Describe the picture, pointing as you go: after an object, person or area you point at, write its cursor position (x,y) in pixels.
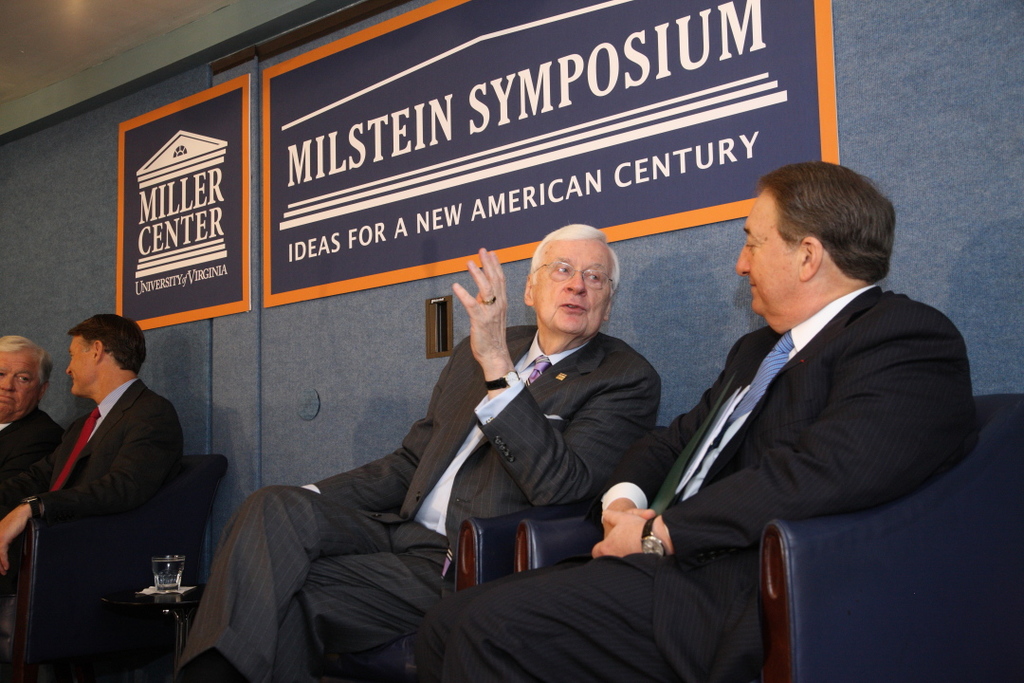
At the top (209,14) we can see ceiling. In this picture we can see men (788,430) wearing blazer (472,395), tie (85,428) and shirt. They all are discussing and sitting on the chairs (94,570). We can see glass (164,556) of water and a paper (164,591) placed on the table (191,599).
